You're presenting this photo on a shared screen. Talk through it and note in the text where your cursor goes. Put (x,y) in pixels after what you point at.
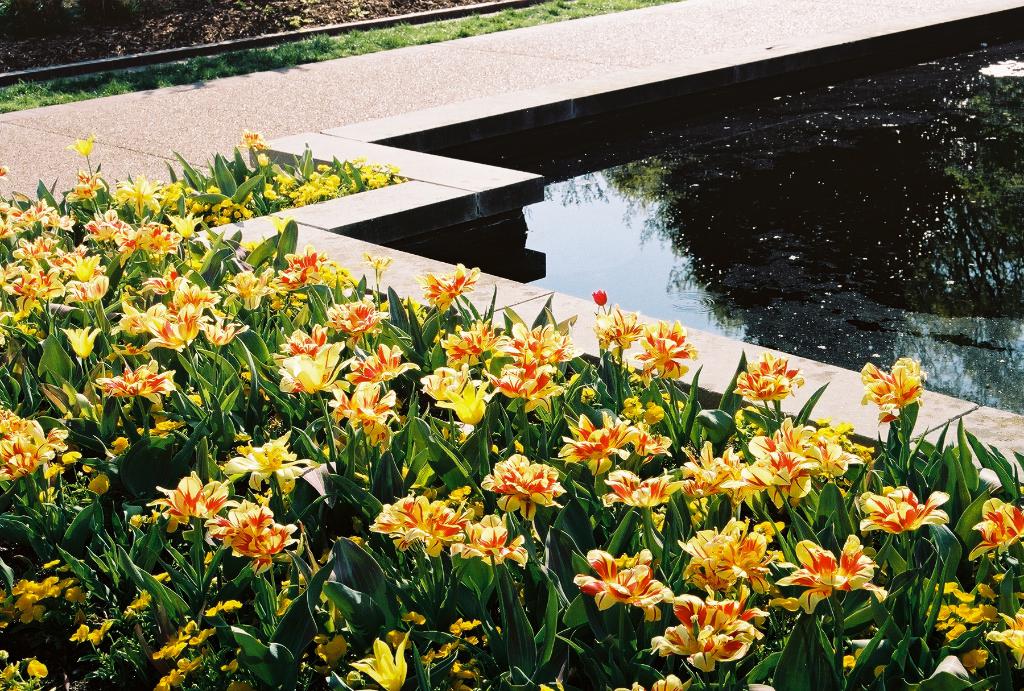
In this picture I can see water (687,240) and few plants (638,430) with flowers (376,425) and I can see grass (459,27) on the ground (423,7).
